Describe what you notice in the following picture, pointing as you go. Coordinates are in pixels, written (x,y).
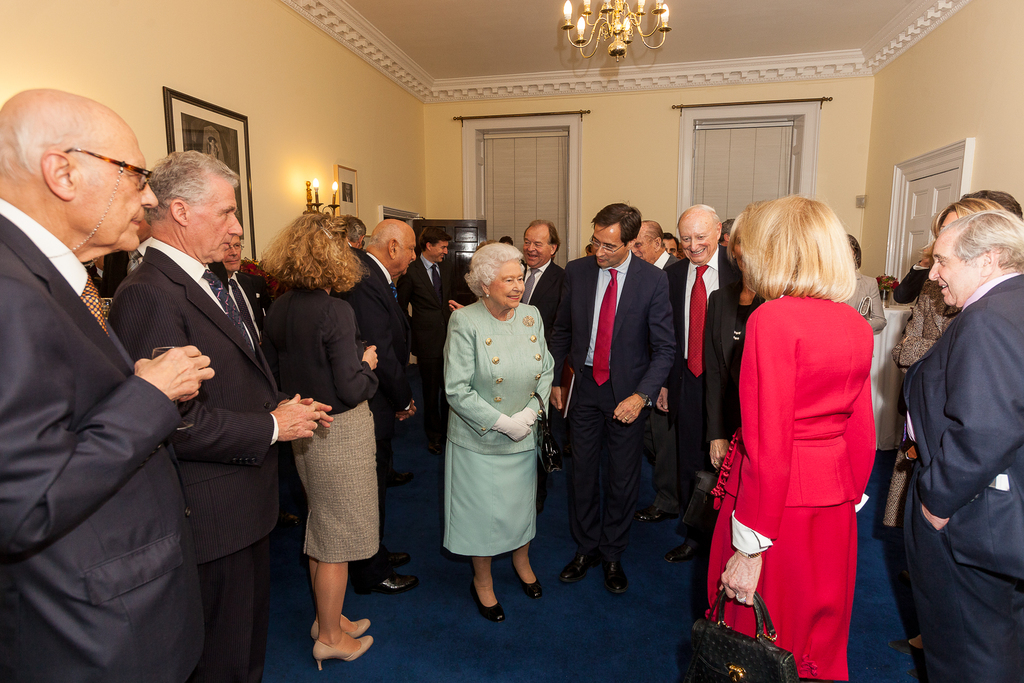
This picture is clicked inside the room (394,490). On the right (746,356) we can see a person (803,328) wearing red color dress (756,423), holding a handbag (722,640) and seems to be walking on the floor (554,617). In the center (596,346) we can see the group of persons (370,307) wearing suits (1010,295) and standing on the floor (556,512), we can see a woman (507,324) wearing blue color dress (483,365), gloves (505,430), smiling and standing. At the top (448,40) there is a roof (477,34) and a chandelier (603,34). In the background (629,115) we can see the wall (624,200), picture frames (207,108) hanging on the wall (287,161) and we can see the burning candles (316,189), windows (522,122), door (919,201), window blinds (740,165), metal rods (536,114) and some other objects (893,301) and the group of persons (361,498).
